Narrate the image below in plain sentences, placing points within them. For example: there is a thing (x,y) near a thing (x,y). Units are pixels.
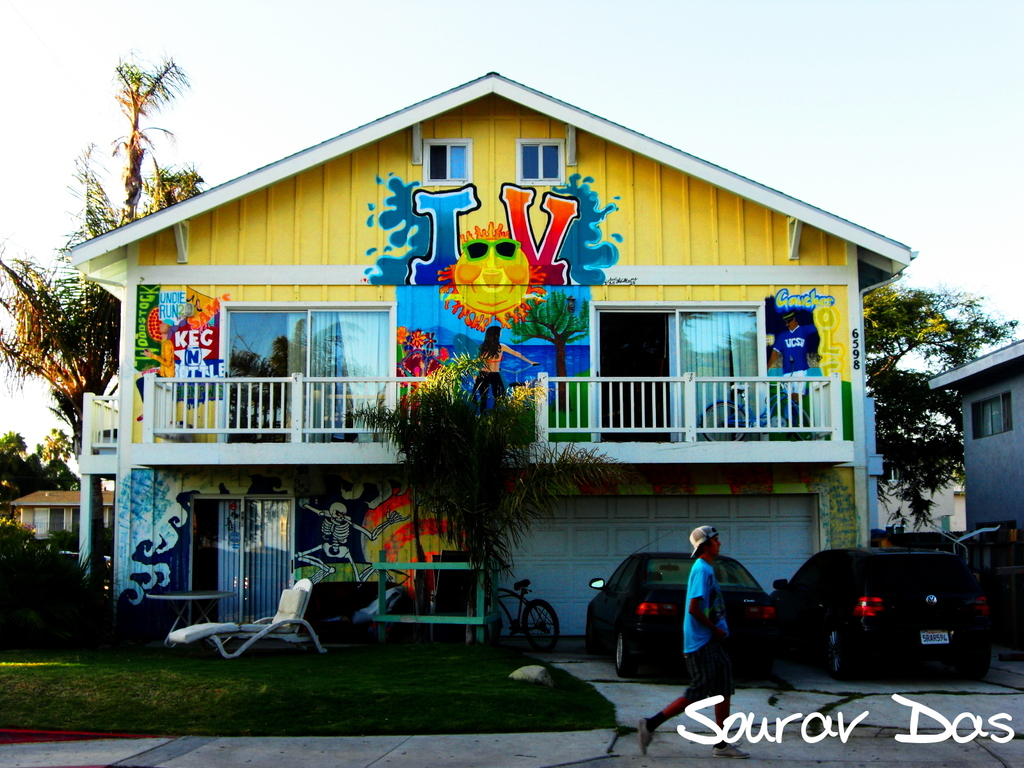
In this image in the middle (669,395), there is a house (499,392) on that there are windows (696,353), doors (675,354), curtains (715,356), text (444,227), wall paint (471,293) and some people (498,358). At the bottom (714,583) there is a man (700,614), he wears a blue t shirt (701,594), trouser (706,646) and cap (695,534), he is walking and there is a text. At the bottom (19,532) there are cars (742,584), grass (404,648), chair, trees (77,305). On the right (980,420) there is a house (983,412). In the background (895,134) there is sky (921,174).
